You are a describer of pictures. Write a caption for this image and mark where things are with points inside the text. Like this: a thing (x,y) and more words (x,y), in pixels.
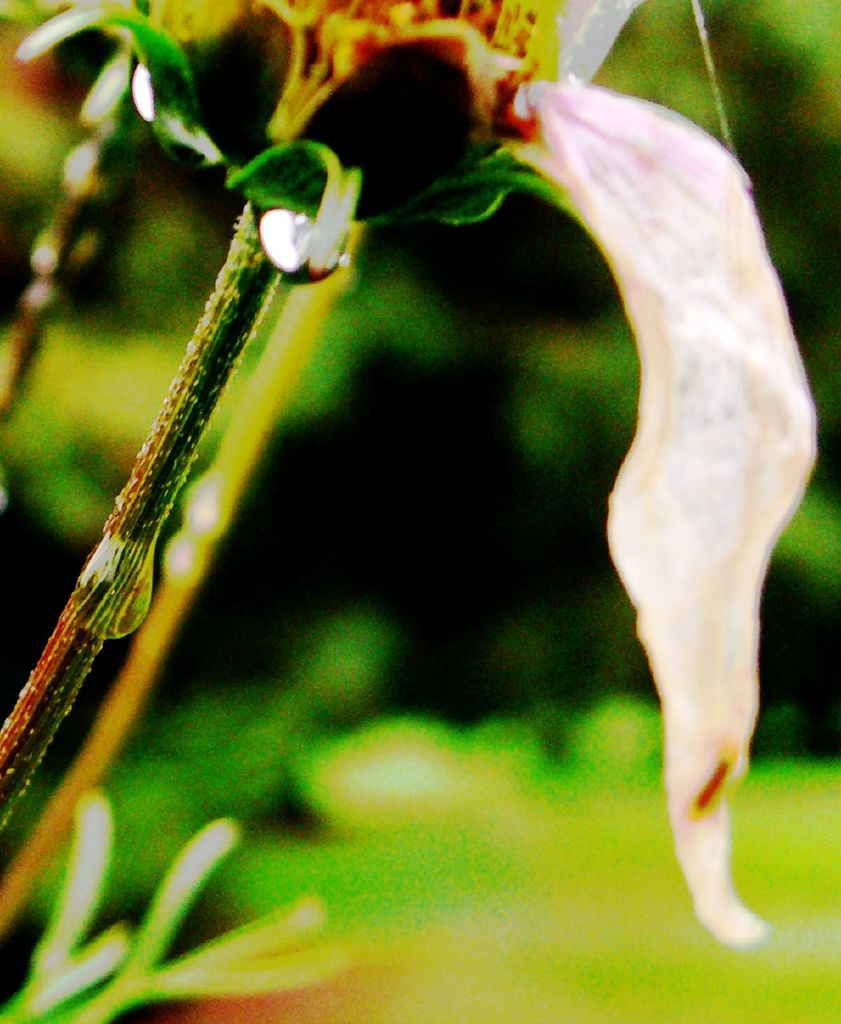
In this image we can see a flower (159,135).
